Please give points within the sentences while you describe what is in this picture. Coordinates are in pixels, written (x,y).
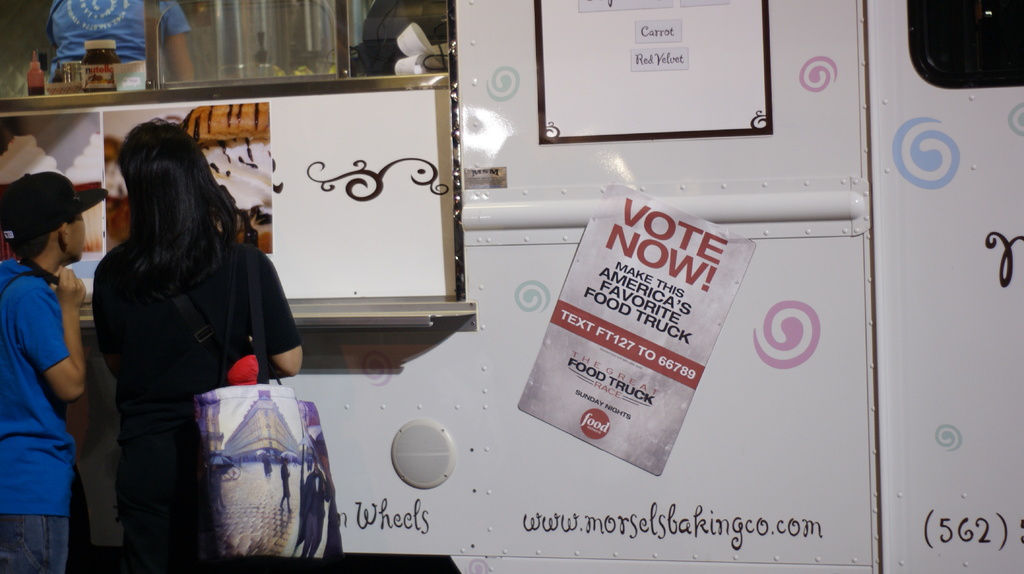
Here we can see two persons (161,536). In the background (504,322) we can see a vehicle (877,418), posters (613,328), glass (333,46), and bottles (108,85). There is a bag (238,464). Here we can see a person (135,4) inside a vehicle (483,155).
